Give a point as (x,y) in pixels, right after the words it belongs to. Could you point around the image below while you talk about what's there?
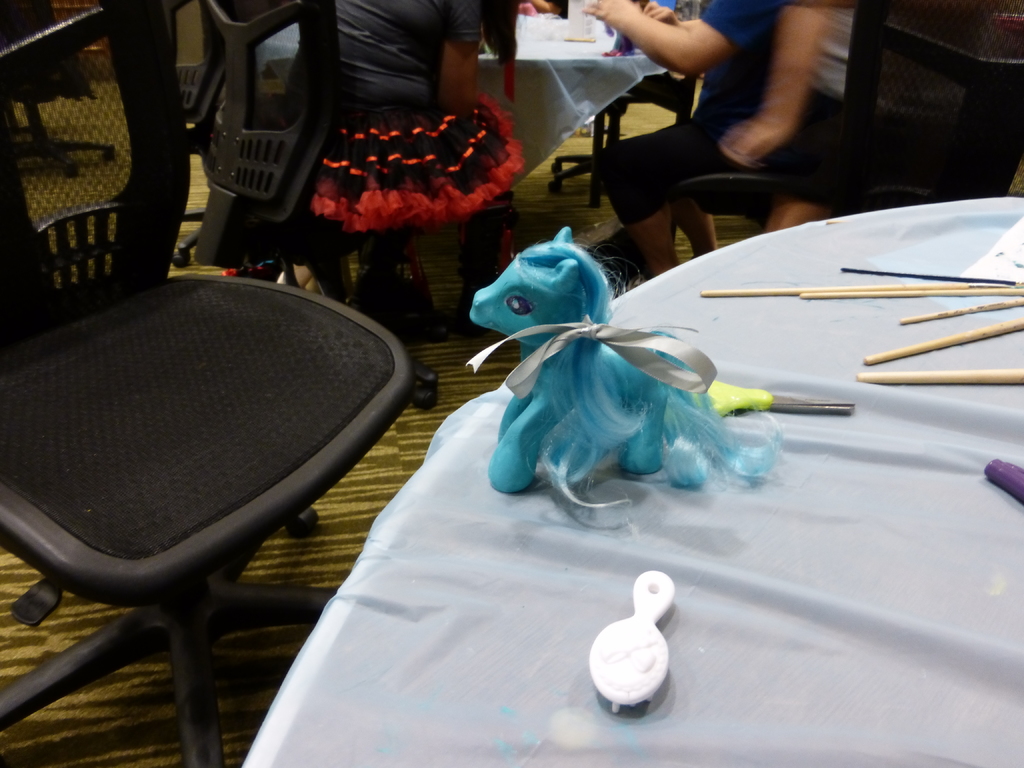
In the middle (641,371) there is a table (529,627) on that table (529,627) there are sticks (903,372), scissor (843,403) and toy (585,404). On the left (194,368) there is an empty chair (152,566). In the middle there is a table (565,102), around the table (574,110) there are some people (468,127).
